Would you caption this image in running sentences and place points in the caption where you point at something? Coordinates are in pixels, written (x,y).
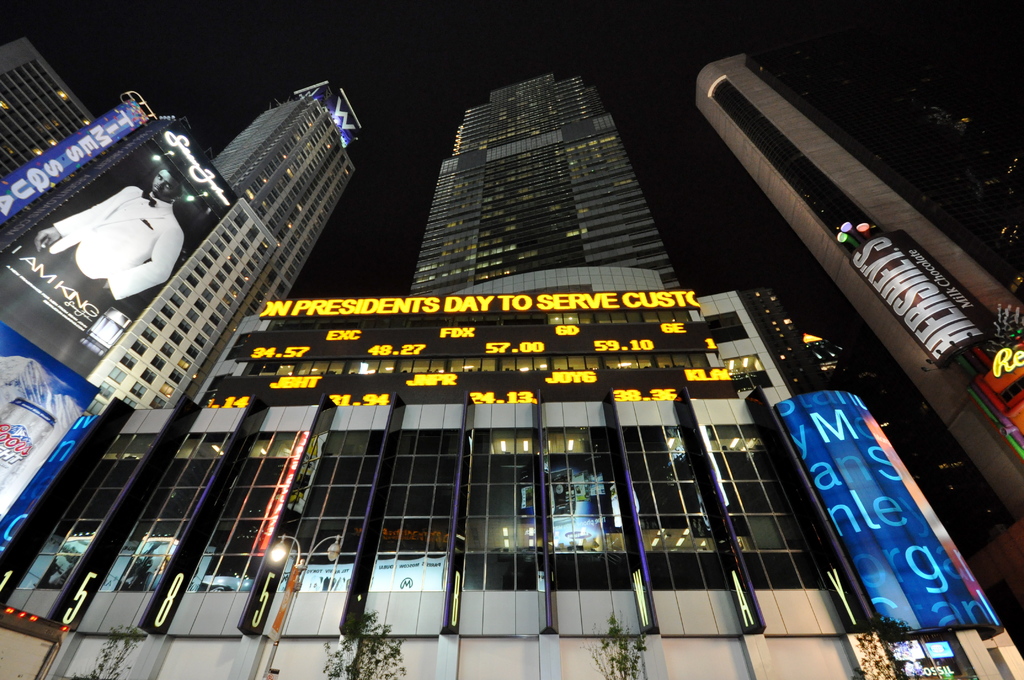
In this image we can see skyscrapers (234,371), advertisements (163,273) and sky (673,94) in the background (740,298). At the bottom of the image (354,621) there are trees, street poles (299,571) and street lights (284,551).
